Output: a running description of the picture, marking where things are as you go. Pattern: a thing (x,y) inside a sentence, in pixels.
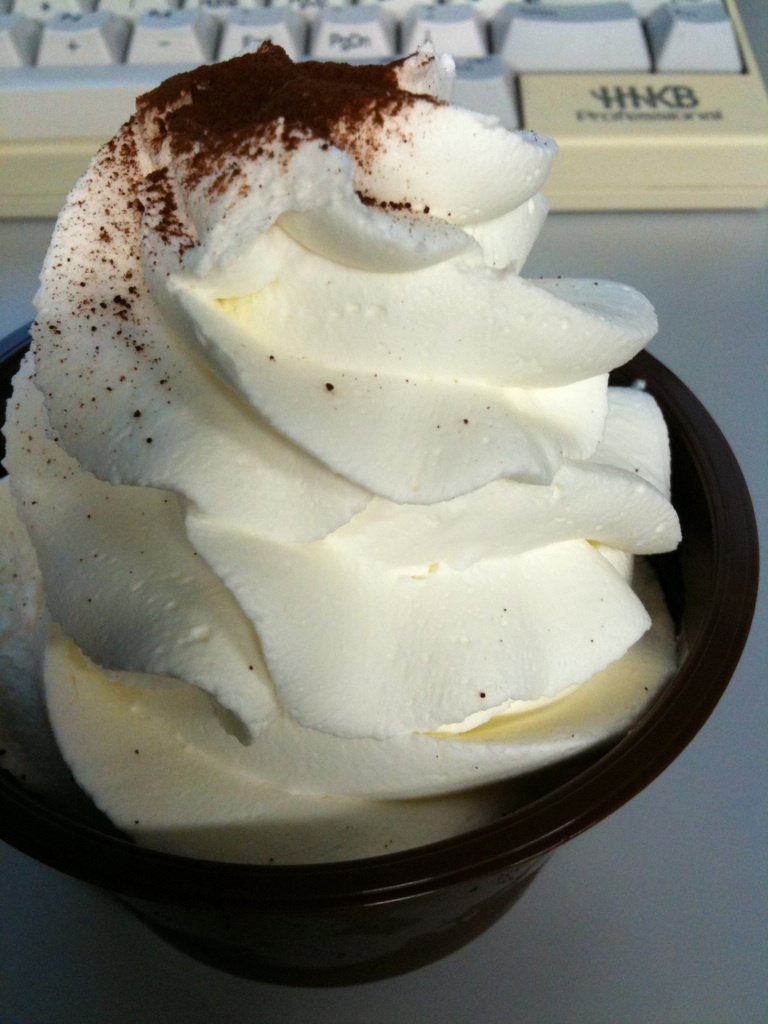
In this image I can see an ice cream (449,584) in a bowl (686,509) on a table (697,272) and I can see a keyboard (189,25) at the top of the image (619,86).
